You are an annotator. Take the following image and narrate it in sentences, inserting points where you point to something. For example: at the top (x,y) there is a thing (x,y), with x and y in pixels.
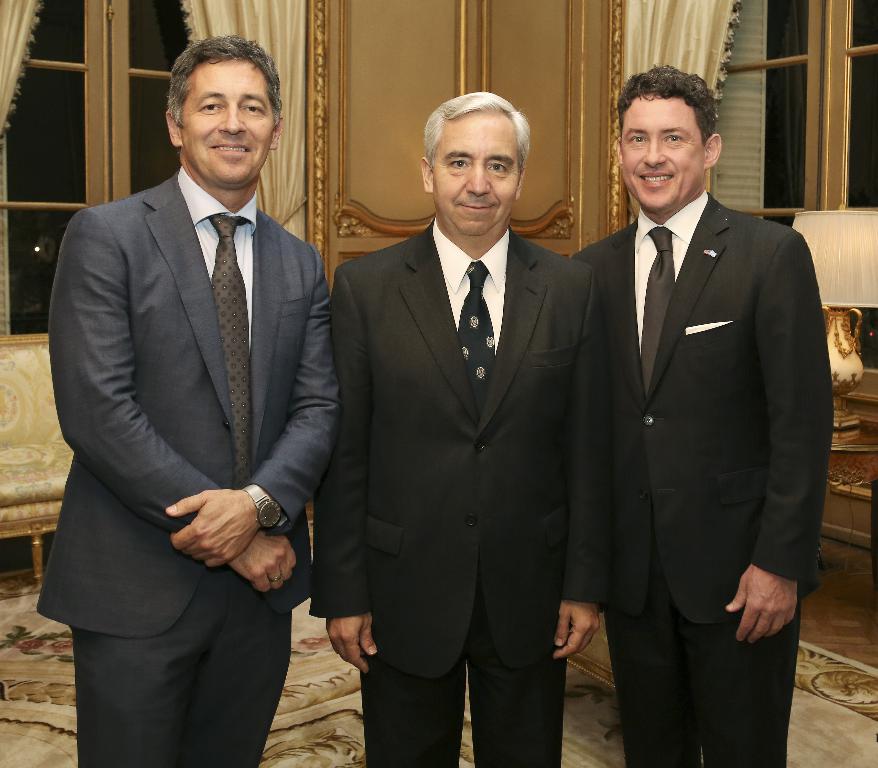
In this picture we can see three persons (457,405) standing in the middle (317,429). All are wearing suits (540,418). and he wear a watch (271,516). And on the background (17,438) there is a sofa (45,441). This is the table (864,474). These are the windows (162,117) and there is a curtain (275,40). This is the floor (831,739) and there is a door (569,156).
